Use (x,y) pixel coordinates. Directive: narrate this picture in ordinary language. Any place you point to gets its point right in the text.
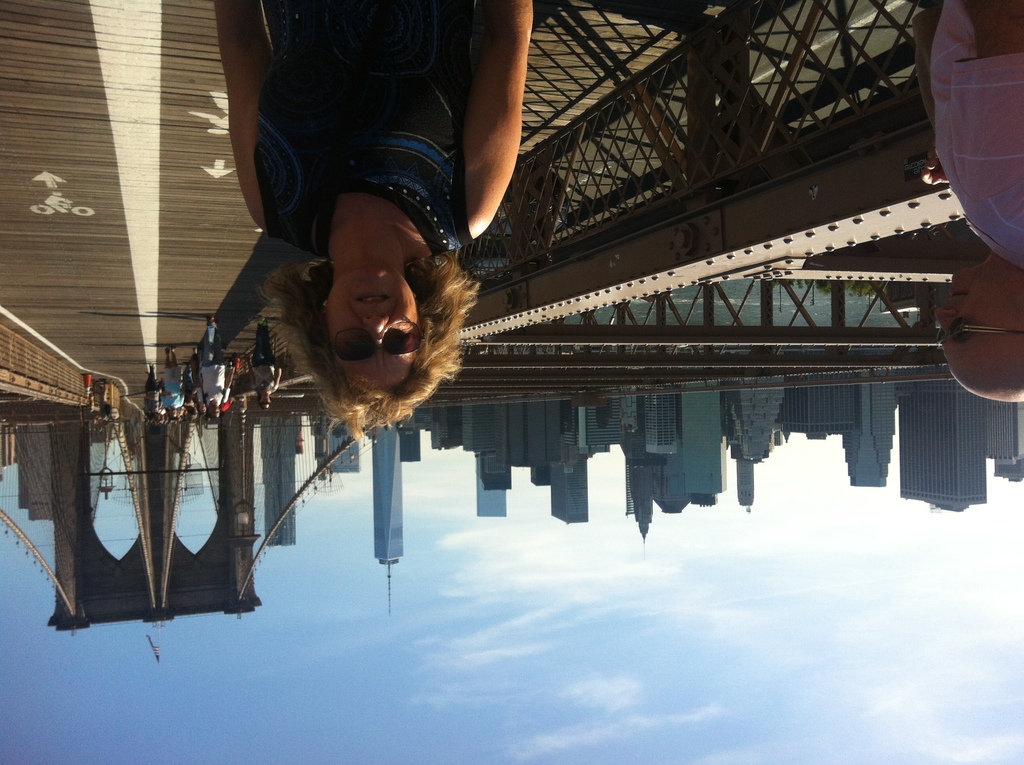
In this image we can see few people (997,351), buildings (584,457), arches (175,440), and road (190,216). Here we can see sky (654,658).
